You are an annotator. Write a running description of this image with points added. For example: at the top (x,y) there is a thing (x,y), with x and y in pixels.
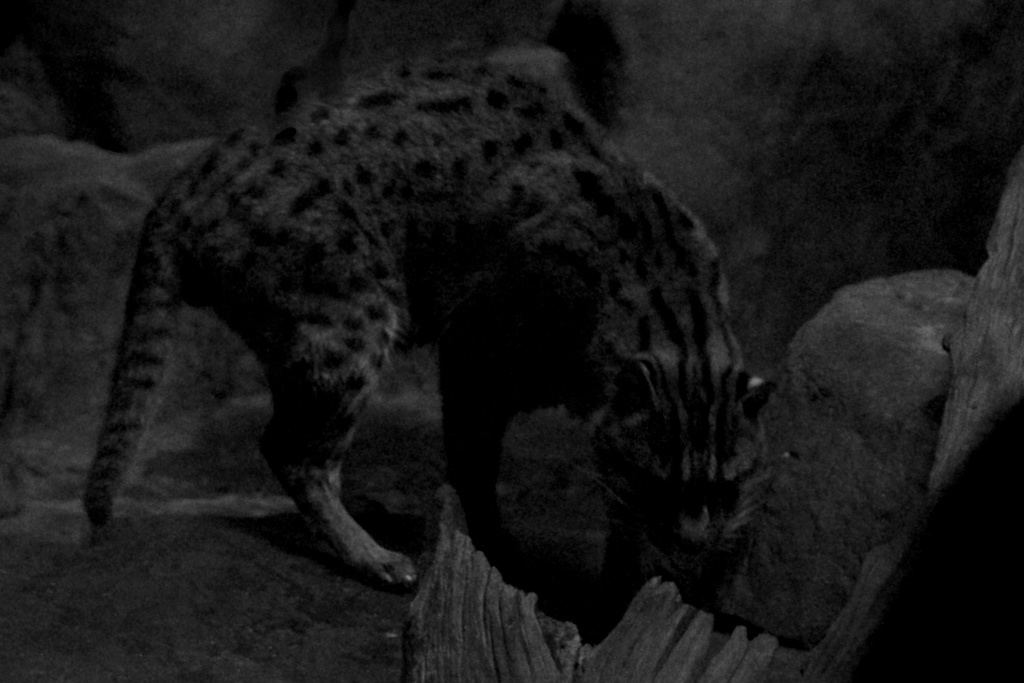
In the center of the image (447,232) we can see cat (703,479) on the ground (310,583).
